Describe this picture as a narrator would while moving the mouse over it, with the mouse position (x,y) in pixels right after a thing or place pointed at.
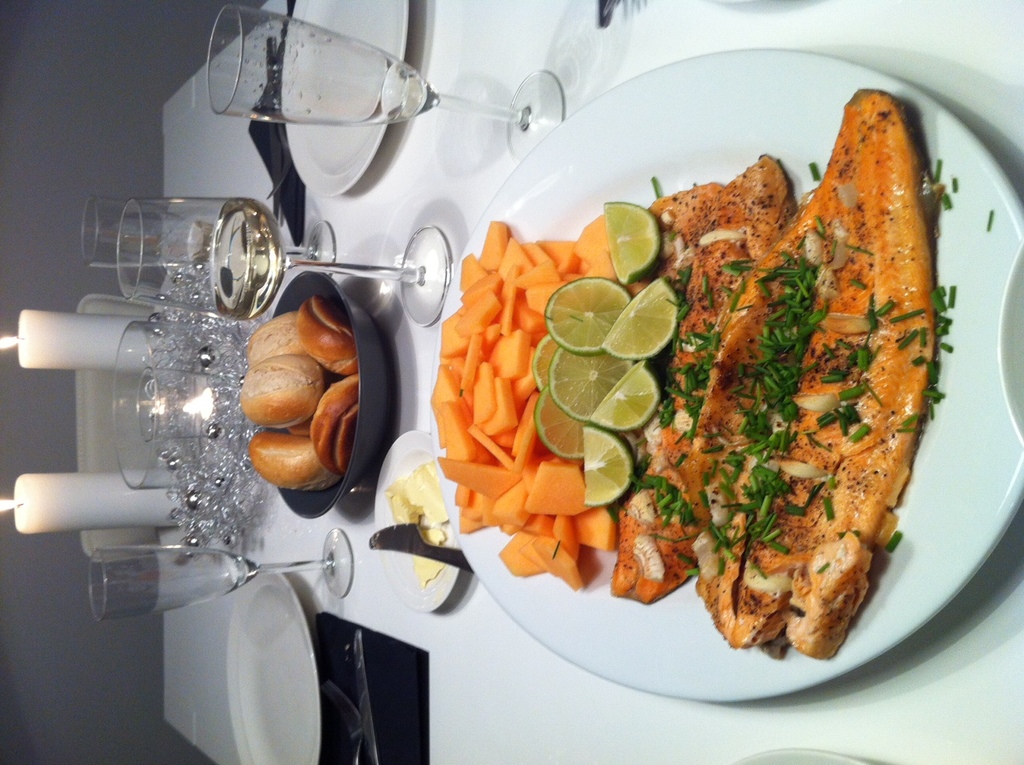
In this image there is a table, there are plates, there is food (510,384), there is a bowl (383,360), there are glasses (325,229), there is a drink (253,239), there are candles (74,502), there is a chair (92,385), there is a knife (430,554), there are objects (385,680) on the table (435,680), there is a wall (48,382) towards the left of the image (47,160).
